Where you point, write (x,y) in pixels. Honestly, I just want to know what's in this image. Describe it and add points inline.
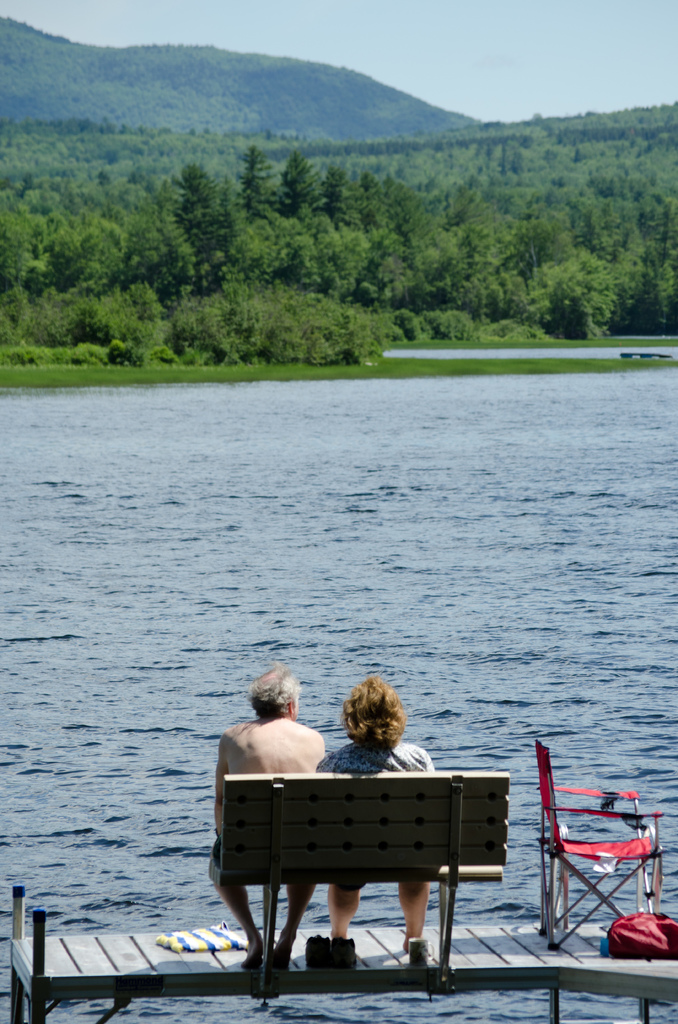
A man (299,747) and a woman (326,771) is sitting on the bench (381,850) of a deck (513,935). There is a chair (553,818) and bag (645,939) is on the deck (487,932). There is water (318,559). In the background (340,183) there are trees (310,179), hill (153,105) and sky (525,60).
